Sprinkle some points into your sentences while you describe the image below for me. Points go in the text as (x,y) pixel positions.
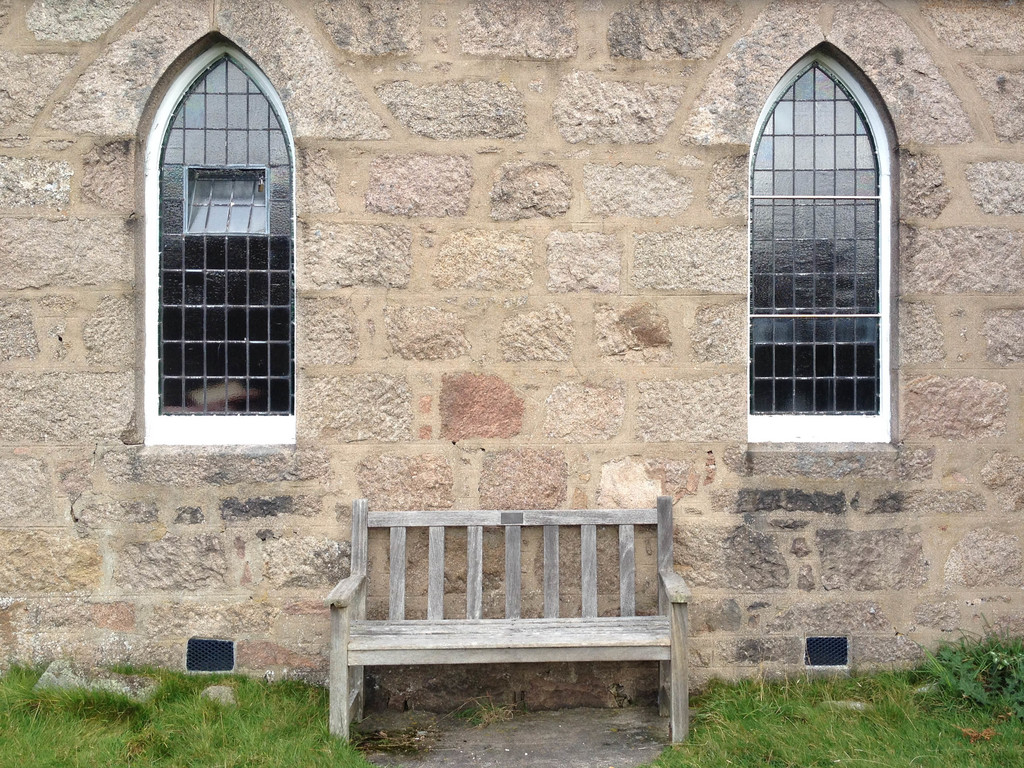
In the middle of the picture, we see the wooden bench (637,645). At the bottom (858,739), we see the grass (726,728). In the background (541,251), we see a building (393,307) or a wall (575,236) which is made up of stones (793,549). We see the windows (753,300).
